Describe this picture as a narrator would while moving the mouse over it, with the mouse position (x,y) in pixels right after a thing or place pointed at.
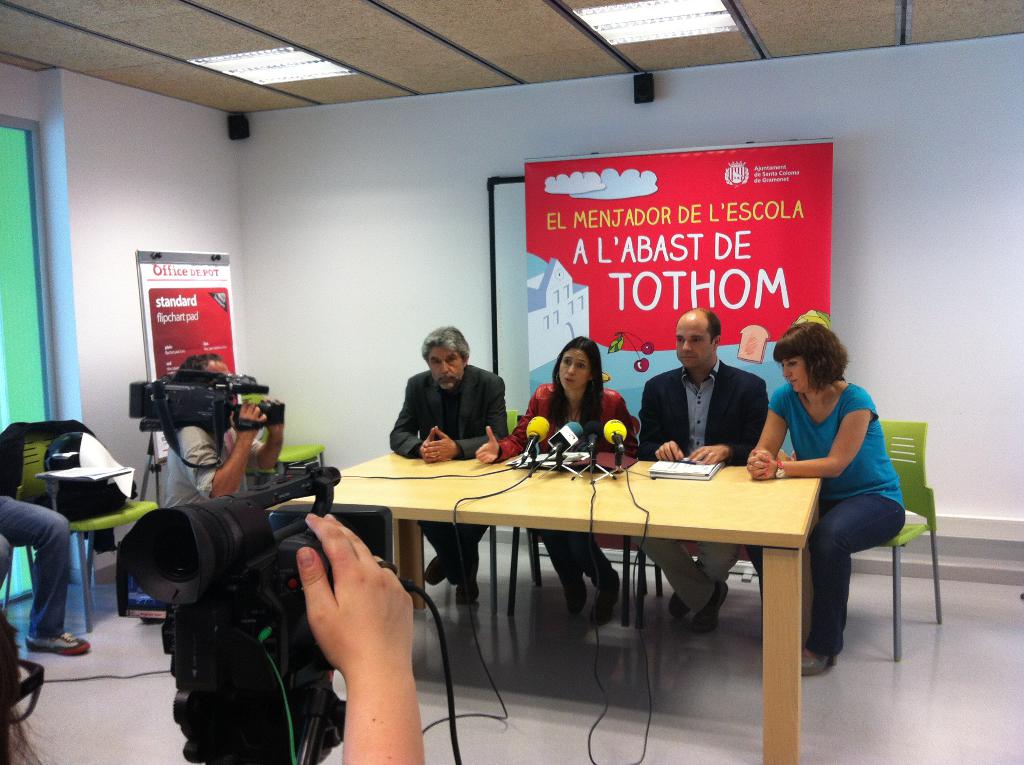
In this picture we can see four people (477,457) sitting on chairs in front of the table (578,494) on which there are some mics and papers (698,468) and in front of them there are holding cameras (281,562) and sitting and behind them there is a board (654,236) in red, white and yellow color.
